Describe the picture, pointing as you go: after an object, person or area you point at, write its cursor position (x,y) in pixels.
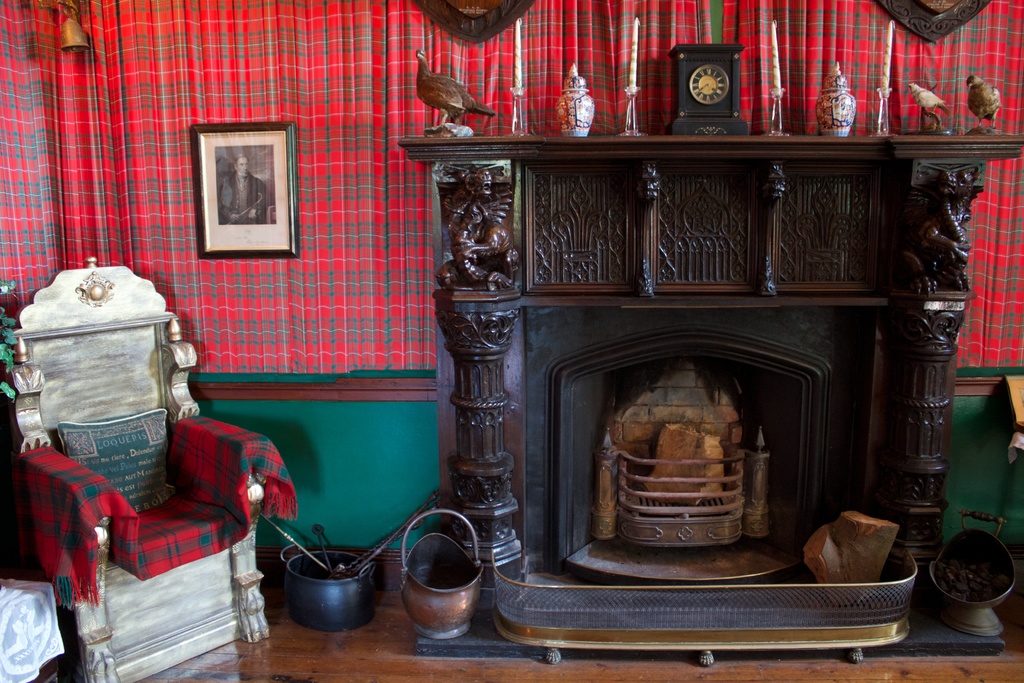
This is a fireplace (759,353). Above this fire place (808,185) there are candles (887,79) and objects (986,116). On this curtain (359,161) there is a picture (258,165). Here we can see a chair (246,587), cloth (168,508) and pillow (78,437). On wooden surface (342,653) there are objects (667,614).
